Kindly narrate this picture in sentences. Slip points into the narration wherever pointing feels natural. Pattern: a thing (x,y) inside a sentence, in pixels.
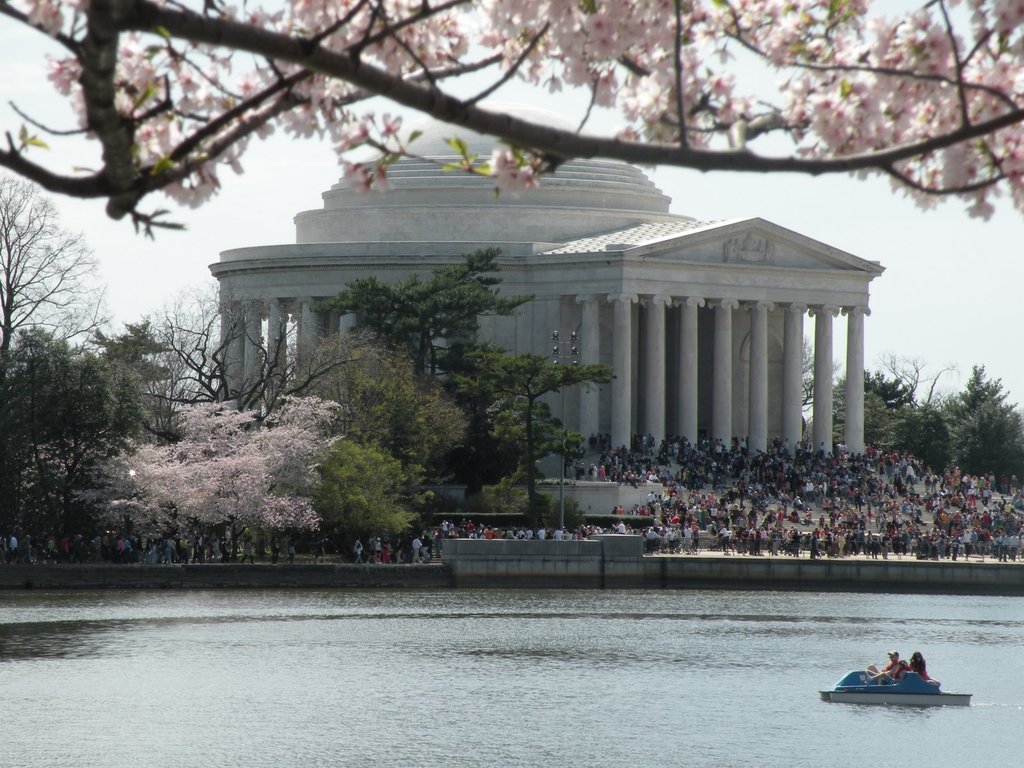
In this picture I see the water (327,679) in front (227,691) on which there is a boat (900,680) and on the boat (912,674) I see 2 persons (918,653). In the background (141,430) I see a building (470,231), number of trees (514,361), number of people (720,470) and I see the sky (707,195).
